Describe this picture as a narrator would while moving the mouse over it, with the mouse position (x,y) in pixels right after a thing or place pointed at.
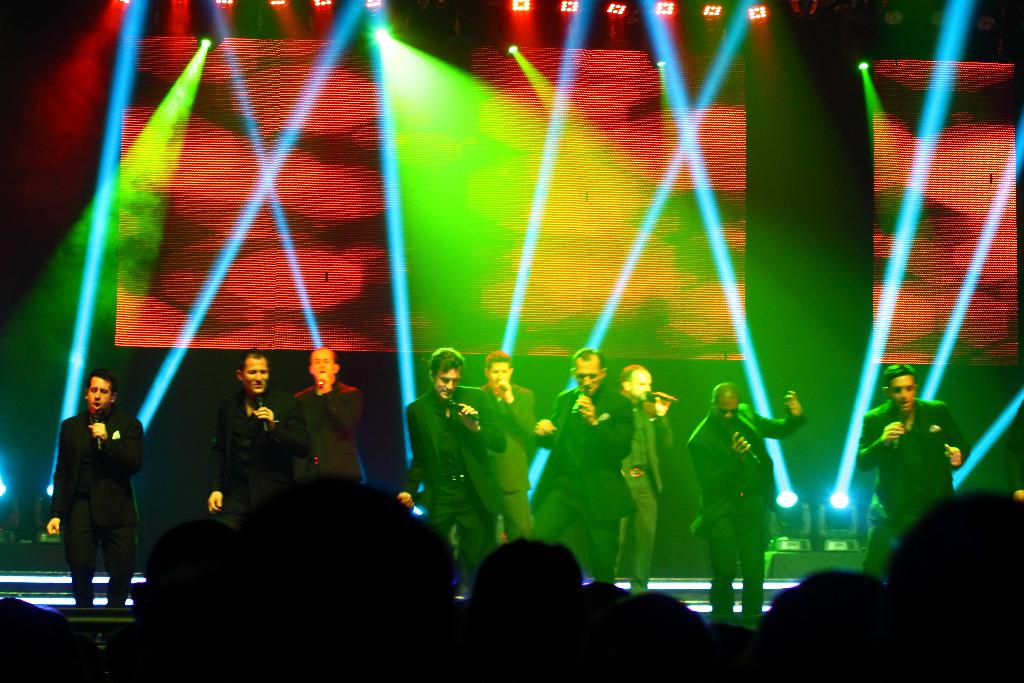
In this image we can see there are people (591,436) dancing on the stage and holding mic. And there is the light focus (379,82) on the people (590,476). At the top (173,95) there are lights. In front of the stage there are people (343,590) sitting. And there is the screen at the back (937,64).
